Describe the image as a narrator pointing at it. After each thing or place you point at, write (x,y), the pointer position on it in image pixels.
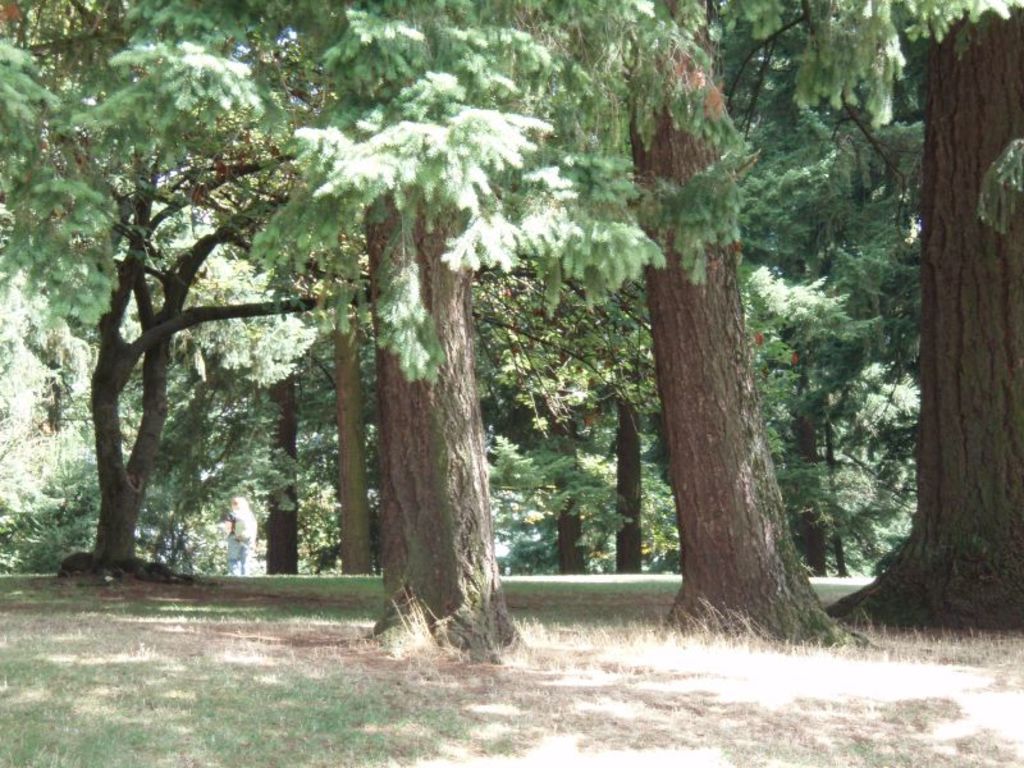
In this image, there are a few trees (176,95). We can see the ground (404,733) with an object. We can also see some grass (686,688).
